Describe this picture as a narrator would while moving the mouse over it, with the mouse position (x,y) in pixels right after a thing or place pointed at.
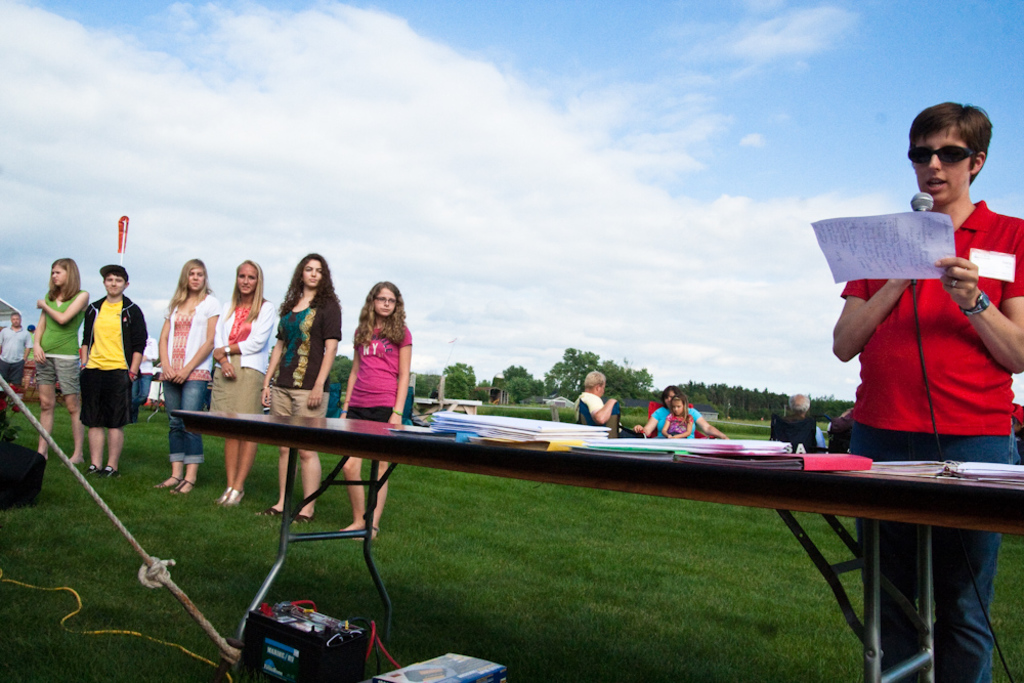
In the image i can six people (355,356) standing on the left side (239,367) and one person (965,587) holding a mike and standing on the right side (879,317) and i can also see a rope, chairs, trees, grass (128,499), bench (310,430) and in the background (480,137) i can see the sky (571,146).
